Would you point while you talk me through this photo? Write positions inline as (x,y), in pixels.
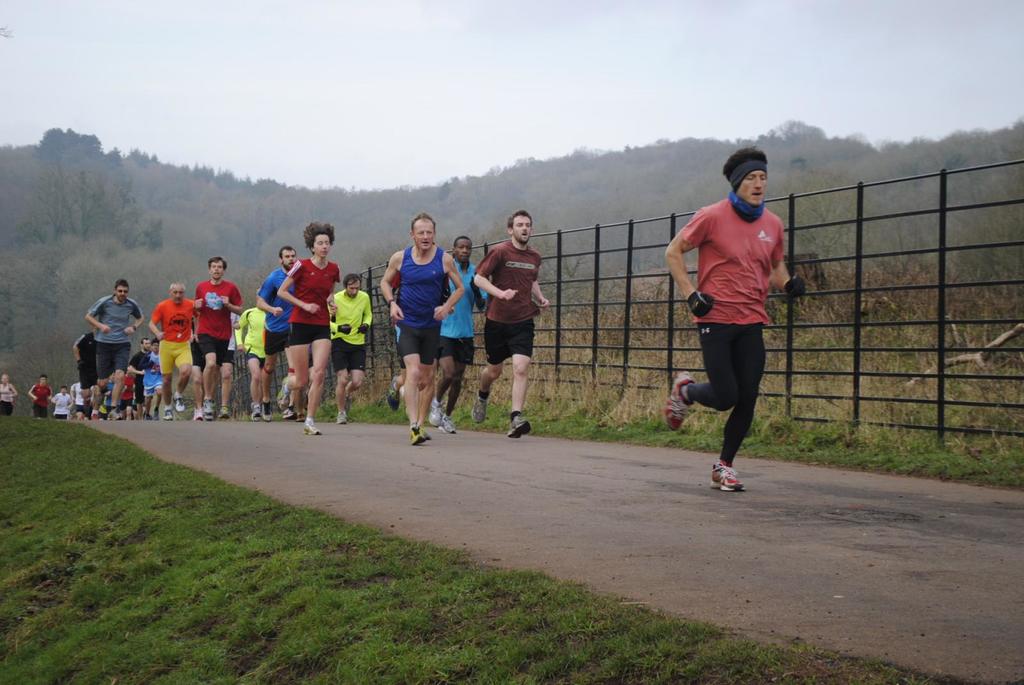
In this image we can see many people (306,318) running on the road (595,549). On the left side (94,528) there's grass (161,539) on the ground (431,590). On the right side (875,398) there is fencing (607,277). Also there are plants (887,395). In the background (346,214) there are trees (624,203) and sky (402,119). Person (726,241) in the front (724,258) is wearing gloves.
